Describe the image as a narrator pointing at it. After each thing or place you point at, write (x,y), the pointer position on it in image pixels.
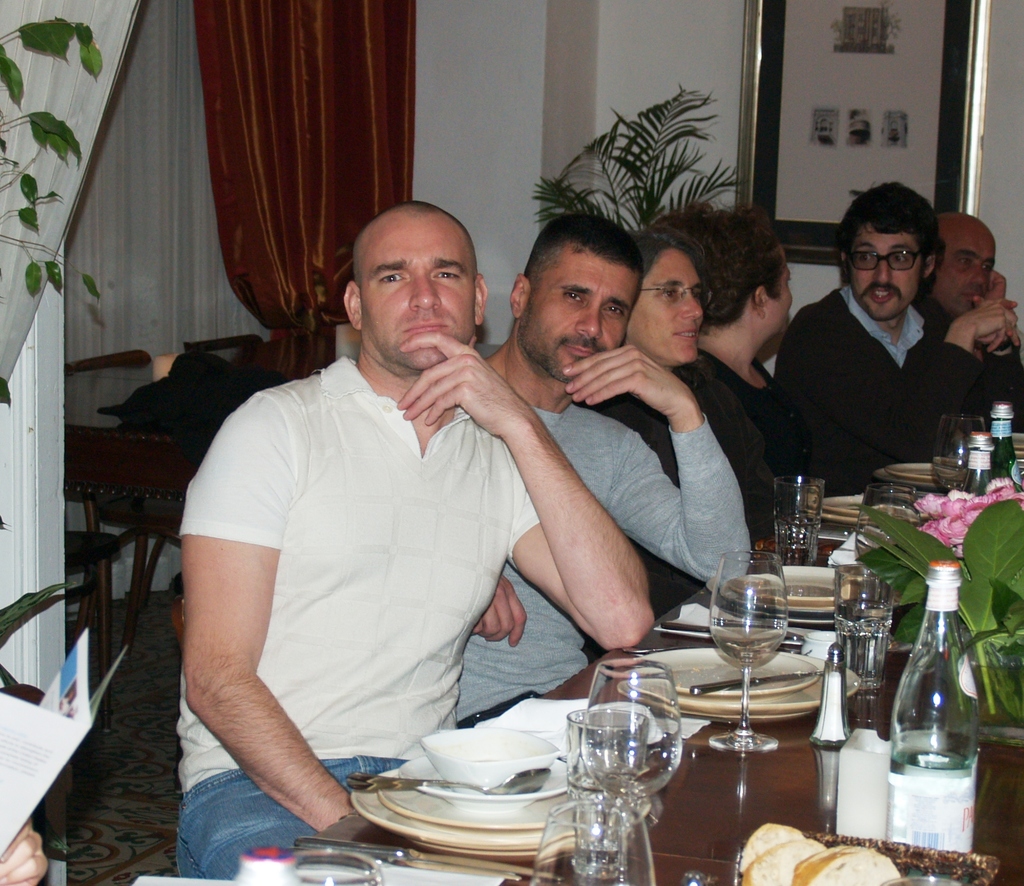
As we can see in the image there is a wall (454,18), photo frame (864,93), curtain (355,120), few people (550,472) sitting on chairs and tables (756,774). On tables (690,779) there are plates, bowls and bottles (923,721).
